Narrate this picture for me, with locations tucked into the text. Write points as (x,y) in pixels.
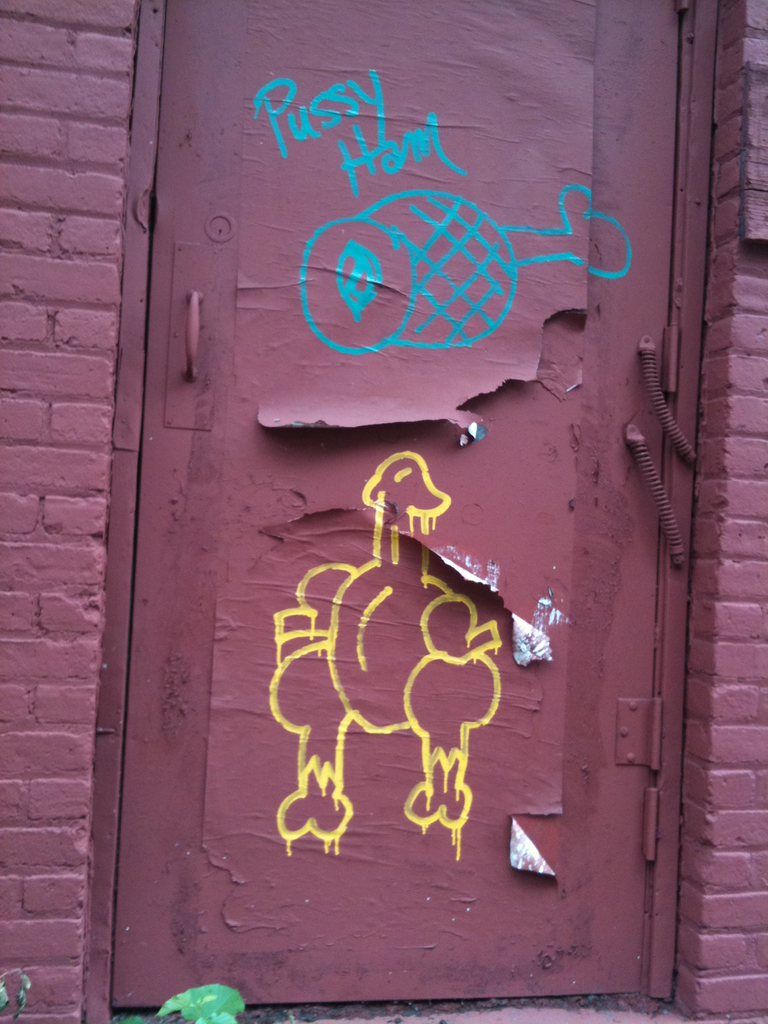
In the image there is a door (572,622) and around the door (486,365) there are two walls (700,741).
